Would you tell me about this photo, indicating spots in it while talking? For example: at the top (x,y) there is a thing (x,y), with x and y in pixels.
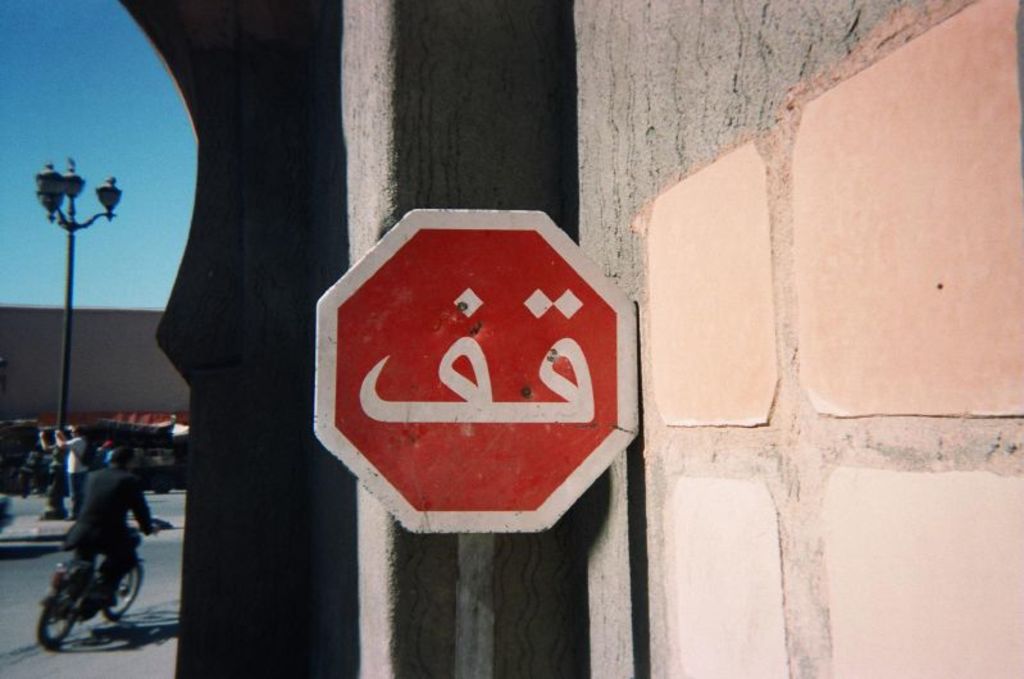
In this image I can see a board (338,403) which is in red color attached to the wall (919,406). Background (51,302) I can see the person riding a vehicle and I can also see a light pole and sky (134,102) is in blue color.
